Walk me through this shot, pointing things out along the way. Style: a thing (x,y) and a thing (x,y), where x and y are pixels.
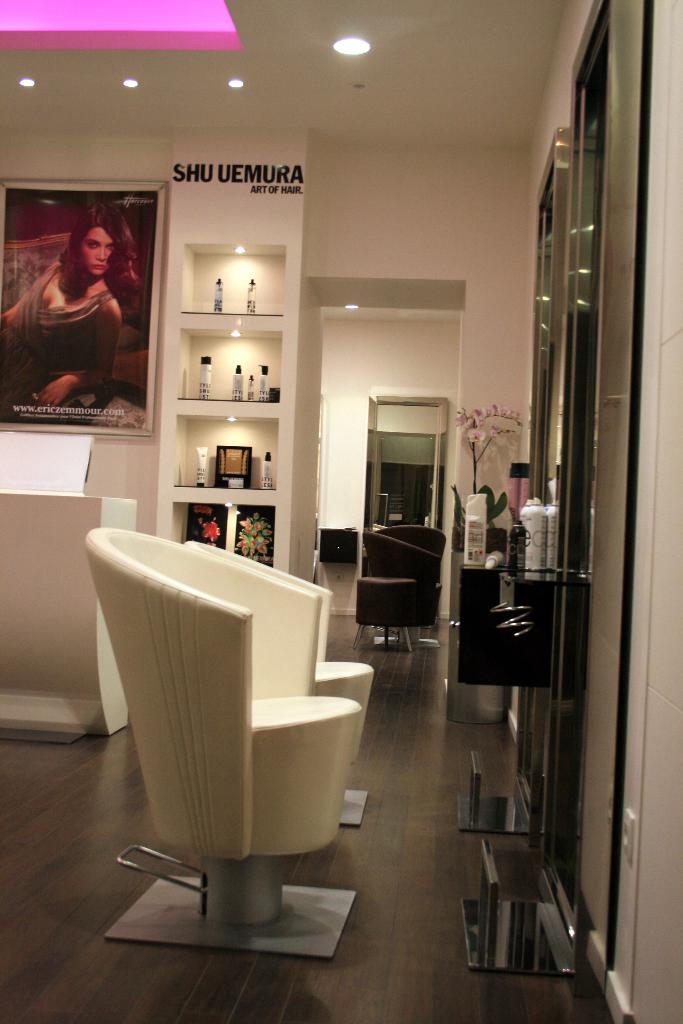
In this picture we can see chairs (172,781) on the floor (297,857), bottles (251,297) on shelves (271,407), mirrors (567,295), poster (136,361) on the wall (141,160), ceiling (430,80), lights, plant (468,426) with flowers (476,421) and some objects (515,610).
